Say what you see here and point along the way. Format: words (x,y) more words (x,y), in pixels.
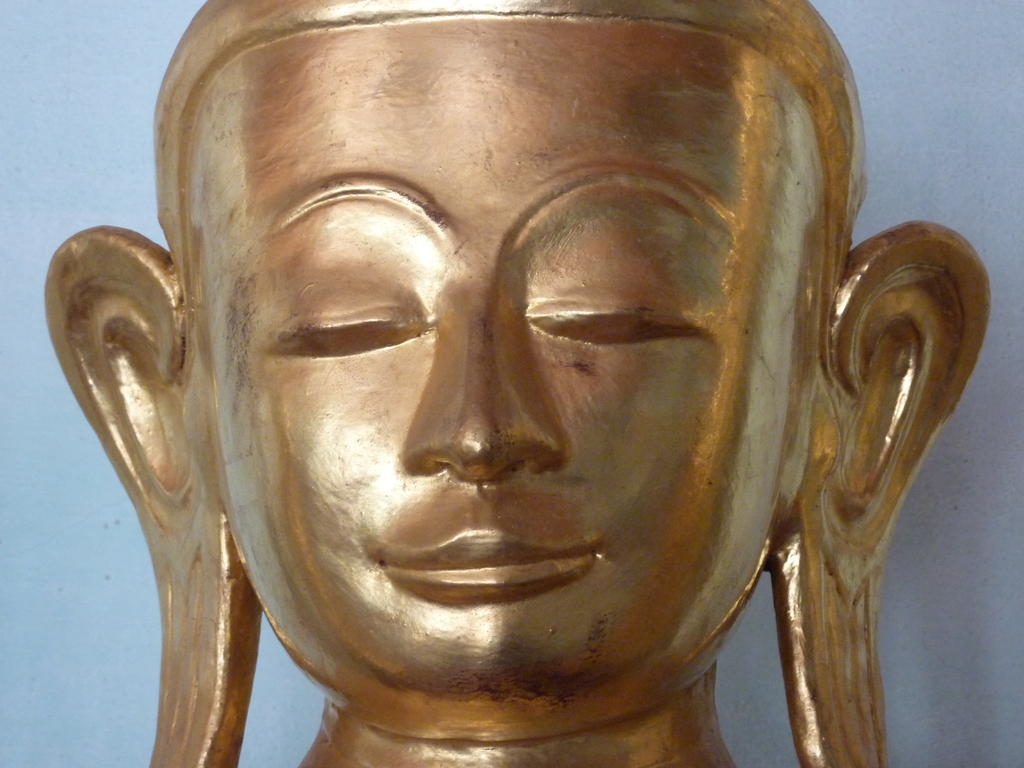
In this image there is a bronze statue (443,367) of a person (490,283).
